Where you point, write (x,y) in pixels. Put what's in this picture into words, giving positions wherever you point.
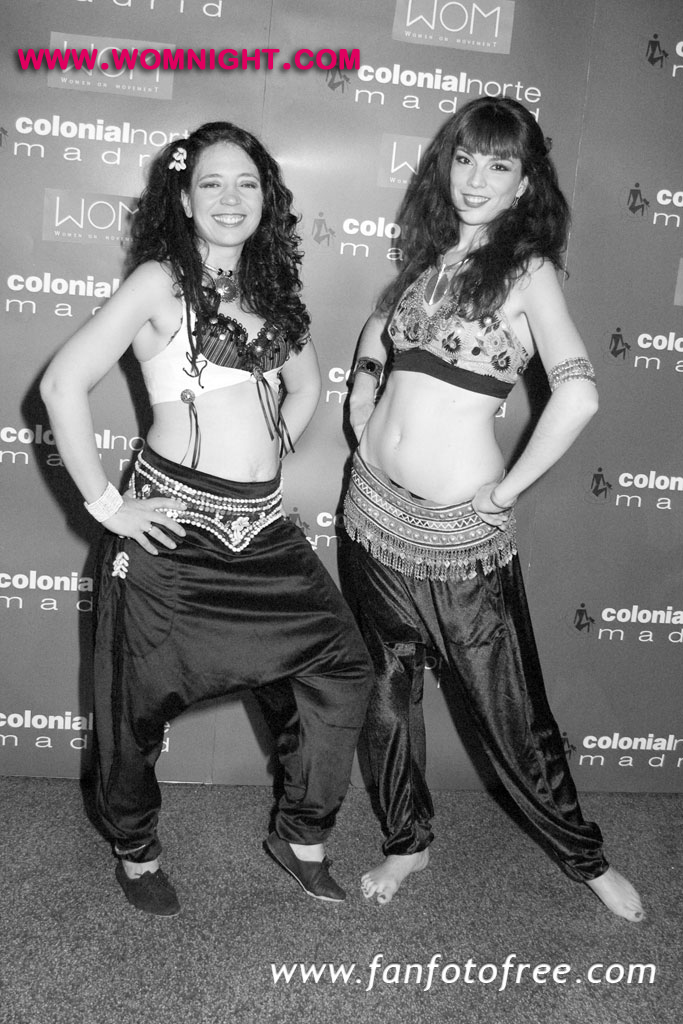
In this image I can see two persons (357,543) standing and smiling. There is a board (63,250) in the background (22,189). At the top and bottom of the image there are watermarks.
